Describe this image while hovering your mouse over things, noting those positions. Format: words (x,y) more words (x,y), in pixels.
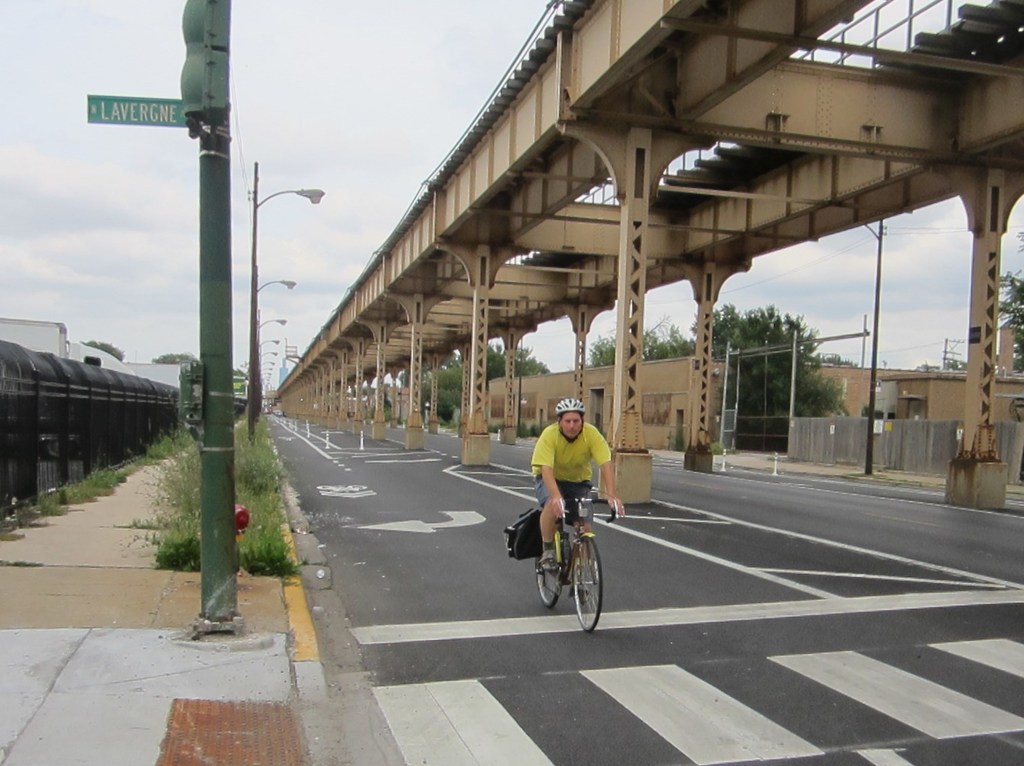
In the foreground (621,352), I can see a person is riding a bicycle (549,603) on the road (438,645) and I can see a fence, grass (278,548), light poles (233,479), boards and pillars (617,370). In the background (590,381), I can see buildings (603,381), bridge (689,245), trees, some objects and the sky (247,104). This picture might be taken in a day.
